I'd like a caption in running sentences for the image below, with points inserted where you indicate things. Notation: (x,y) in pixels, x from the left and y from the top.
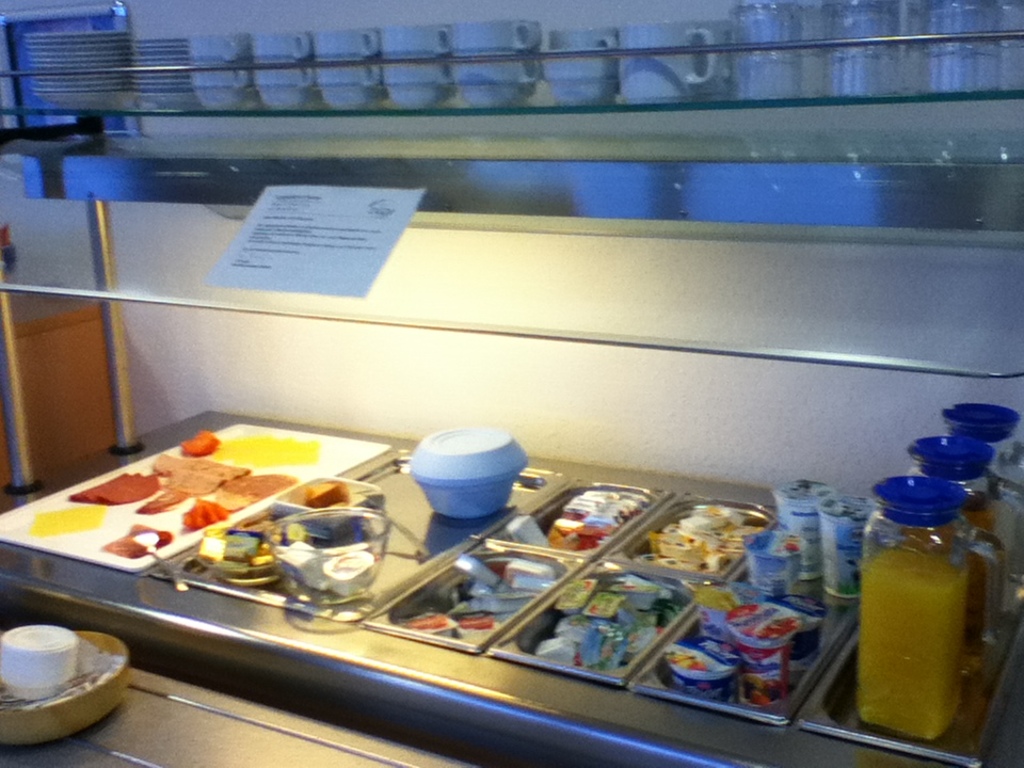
In the center of the image (420,495) we can see tables (503,680). On the tables (129,629), we can see containers (771,608), jars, bowls (119,649), tissue paper packet (46,631) on the wooden object (97,691), boxes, some food items (788,518) and a few other objects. In the background (453,110) there is a wall (257,19), banner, glass (62,269), wooden table (47,371), plates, cups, mugs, glasses (818,78) and a few other objects (109,355).
